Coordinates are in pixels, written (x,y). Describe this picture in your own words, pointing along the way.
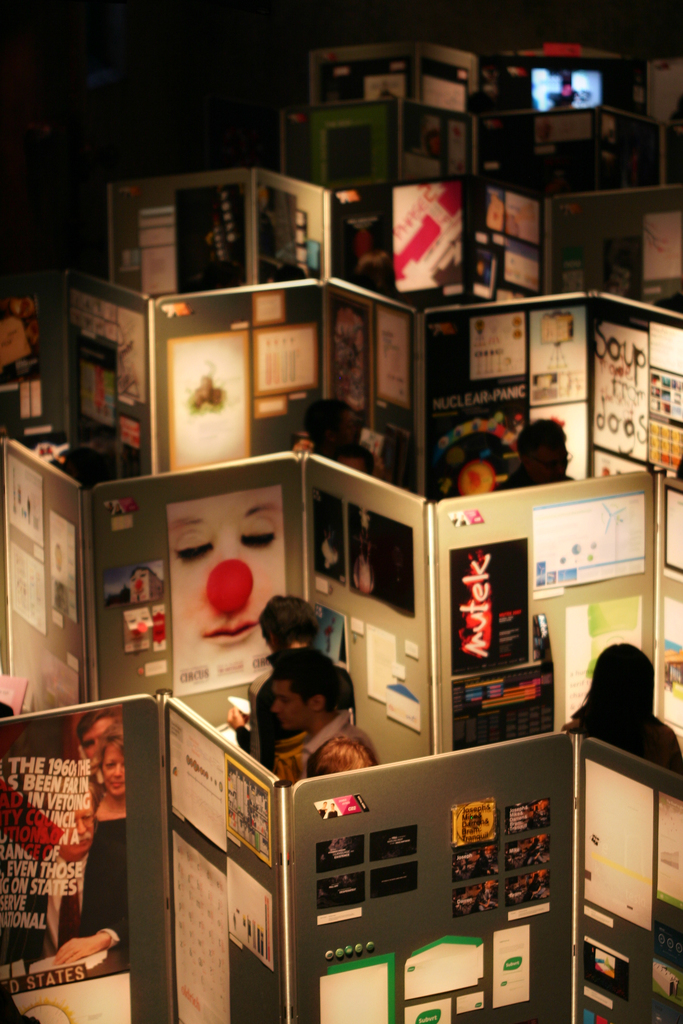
In this image we can see few people (326,679) and walls (481,784) with posters (486,634) and a screen (568,91) in the background (486,91).
